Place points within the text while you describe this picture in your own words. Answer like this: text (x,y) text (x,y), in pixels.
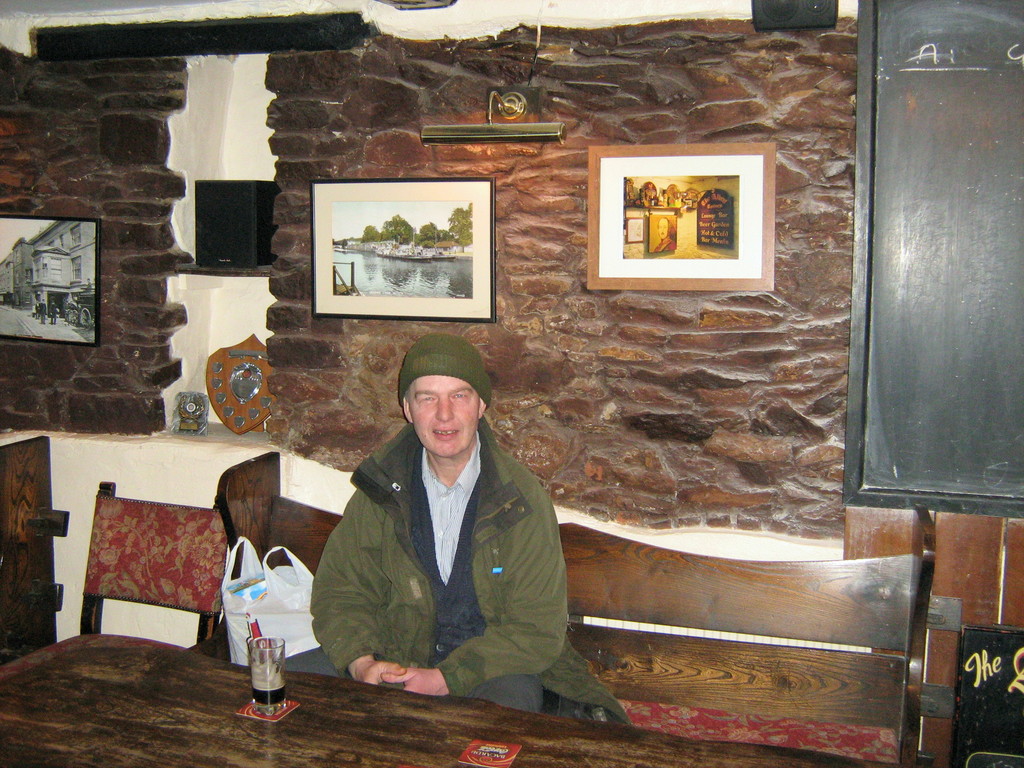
A person (488,617) is sitting on the chair (632,662) at the table (308,679) beside him there is a bag (282,593). On the table (330,736) there is a glass (278,666). Behind him there are frames (384,262) on the wall (305,341) and a speaker (200,260) and shields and a board (938,364).
